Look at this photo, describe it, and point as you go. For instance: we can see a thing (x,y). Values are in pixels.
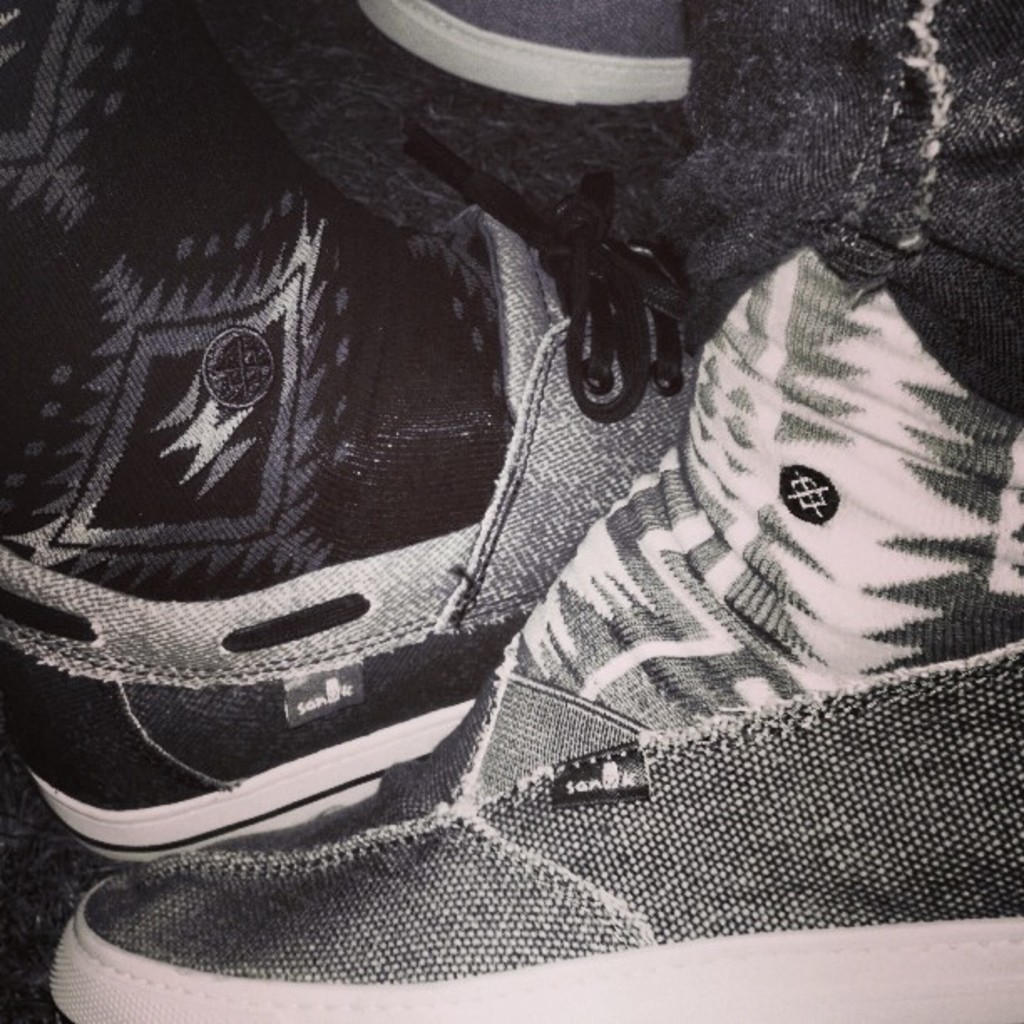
In this image in the foreground (556,529) there are two persons legs (604,562) are visible, and they are wearing shoes (507,525). In the background (523,61) there is another shoe (463,67), at the bottom (19,884) there is floor (81,882).
